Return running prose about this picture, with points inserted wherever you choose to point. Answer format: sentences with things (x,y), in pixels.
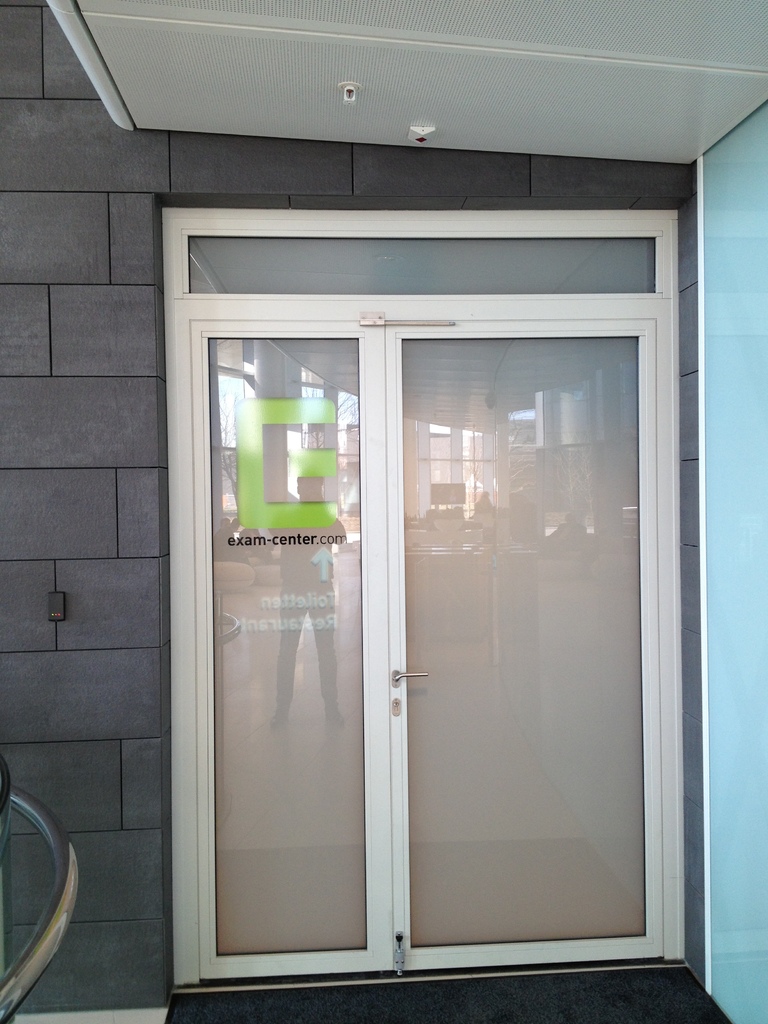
In this picture we can a glass door (368,674) in the front (516,851). Beside on the left side (102,443) there is a black cladding tiles (101,658).
